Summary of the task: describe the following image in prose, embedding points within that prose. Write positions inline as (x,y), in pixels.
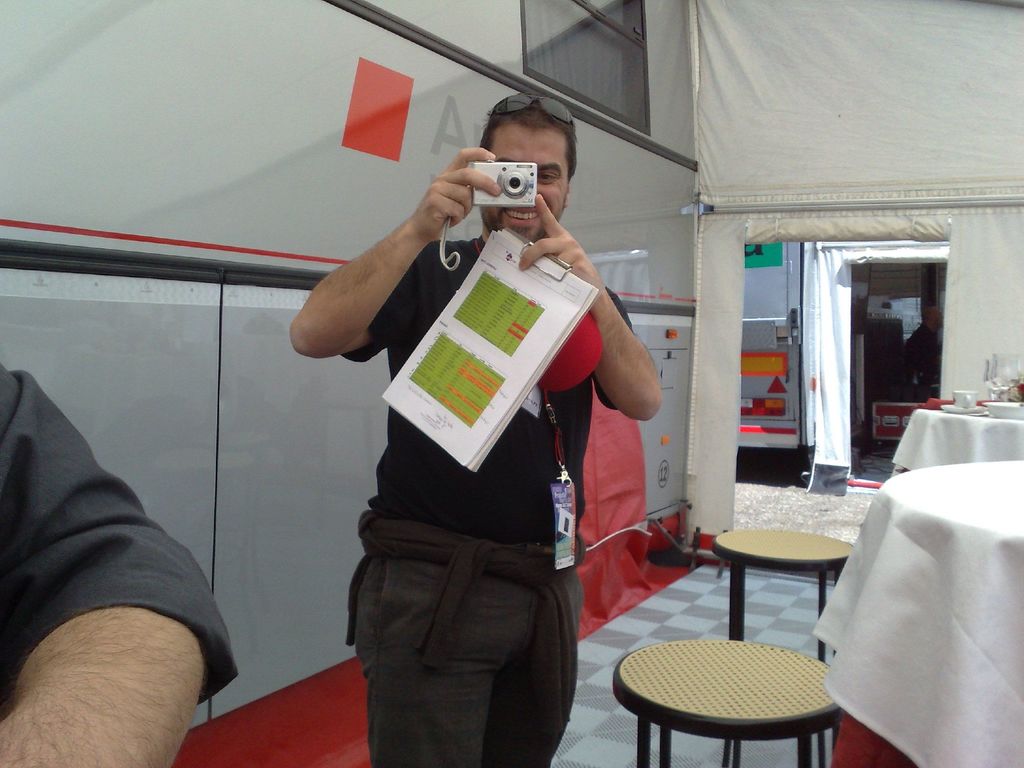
In this image I see a man (347,324) who is standing and holding a camera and a book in his hand (552,218), I can also see that he is smiling, beside to him I see a person's hand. In the background (811,551) I see 2 stools (824,566) and 2 tables (1014,758).
